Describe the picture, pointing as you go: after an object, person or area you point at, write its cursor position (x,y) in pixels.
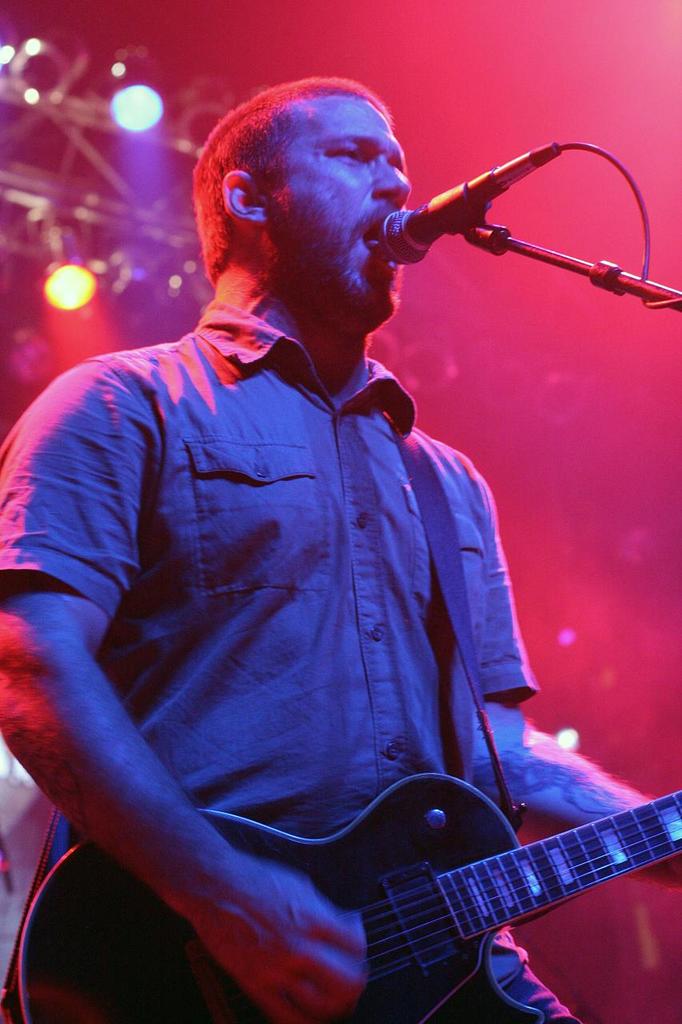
In this image I can see a person (225,278) standing and holding a musical instrument (310,840) and singing in front of the microphone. Background I can see multi color lights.
